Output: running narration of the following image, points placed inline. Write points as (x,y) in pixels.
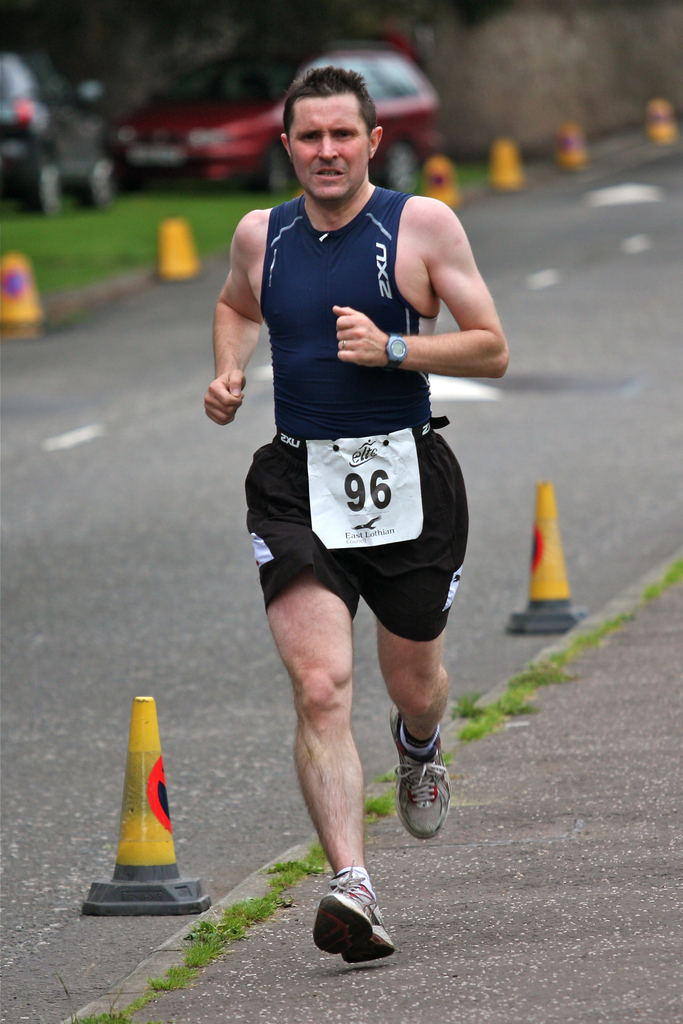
In this in the front (373,480) there is a person (340,499) running. In the background (92,230) there are stands (141,783) with yellow in colour and there are cars (268,135), there is grass (158,211) on the ground (120,227) and there is a wall (563,82).
